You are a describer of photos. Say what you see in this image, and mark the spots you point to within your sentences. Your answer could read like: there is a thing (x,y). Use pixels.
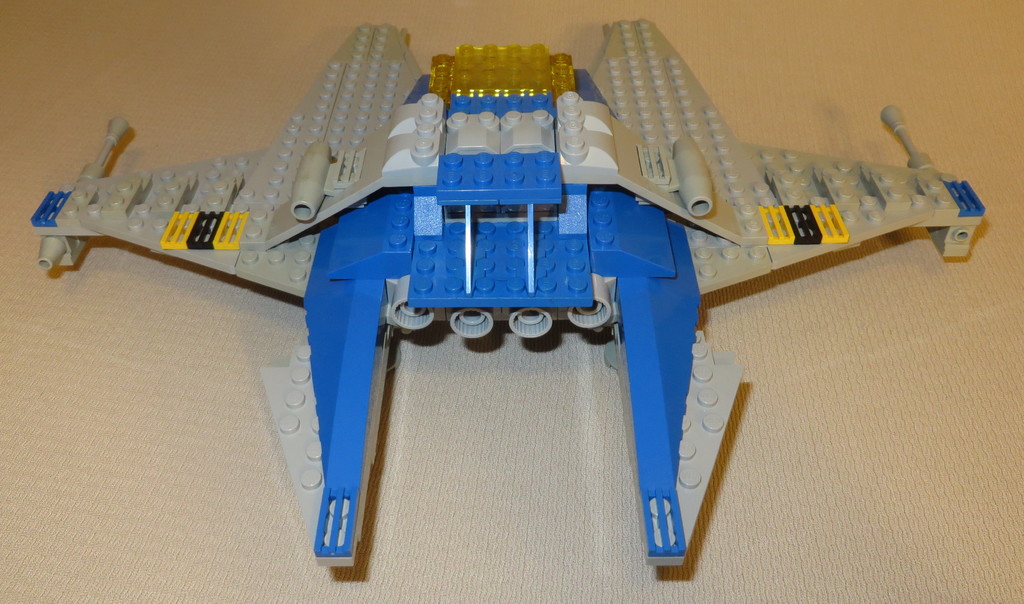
In this picture there is a toy ground attack aircraft (478,205) in the image.
